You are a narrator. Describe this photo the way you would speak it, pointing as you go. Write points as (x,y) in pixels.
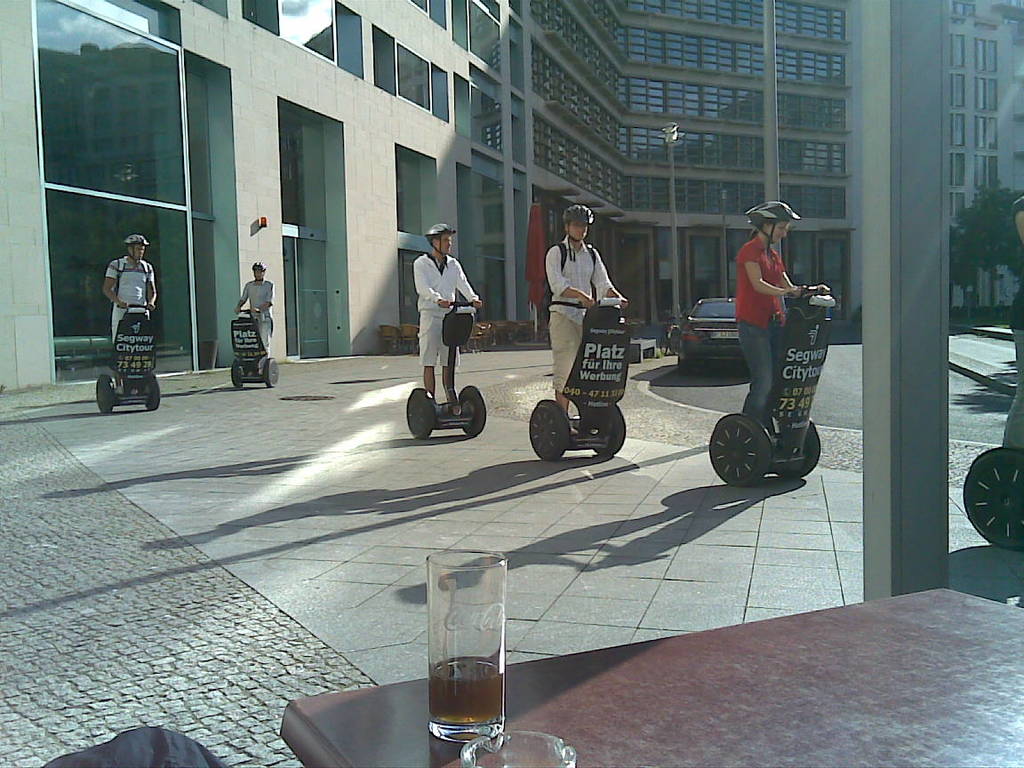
There are people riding Segways (999,498) and wore helmets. We can see glasses (466,712) on the table (786,714) and pole (890,344). In the background (664,87) we can see building (345,167), pole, chairs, flag (536,248) and trees (993,232).
